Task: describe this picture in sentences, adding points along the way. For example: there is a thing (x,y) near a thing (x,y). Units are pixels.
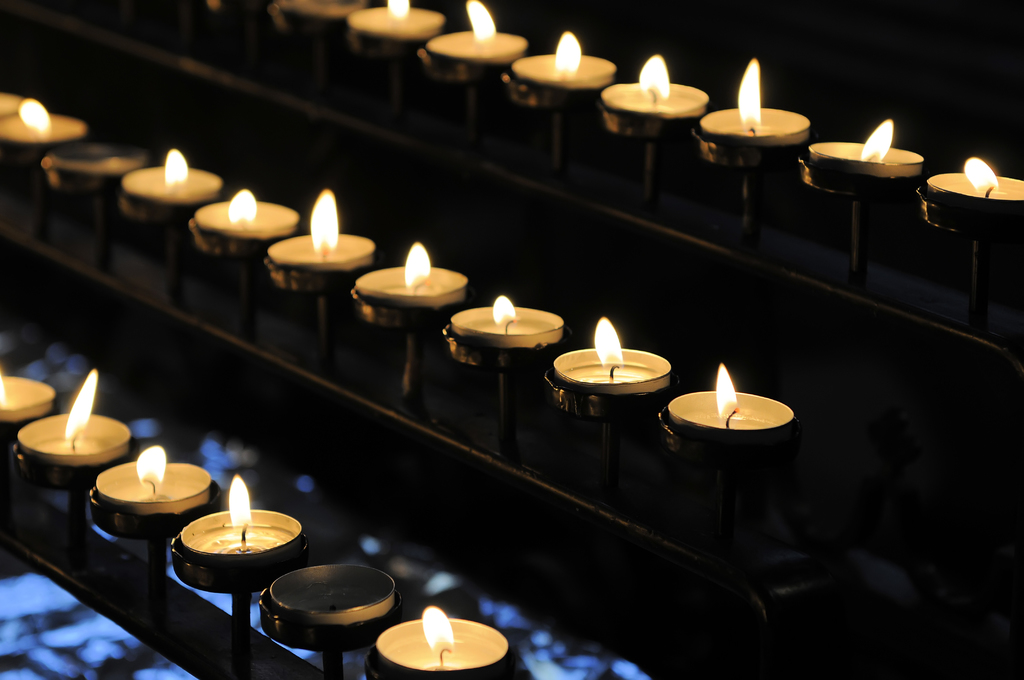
In this image there are lighted tea candles (445,291) and rods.
